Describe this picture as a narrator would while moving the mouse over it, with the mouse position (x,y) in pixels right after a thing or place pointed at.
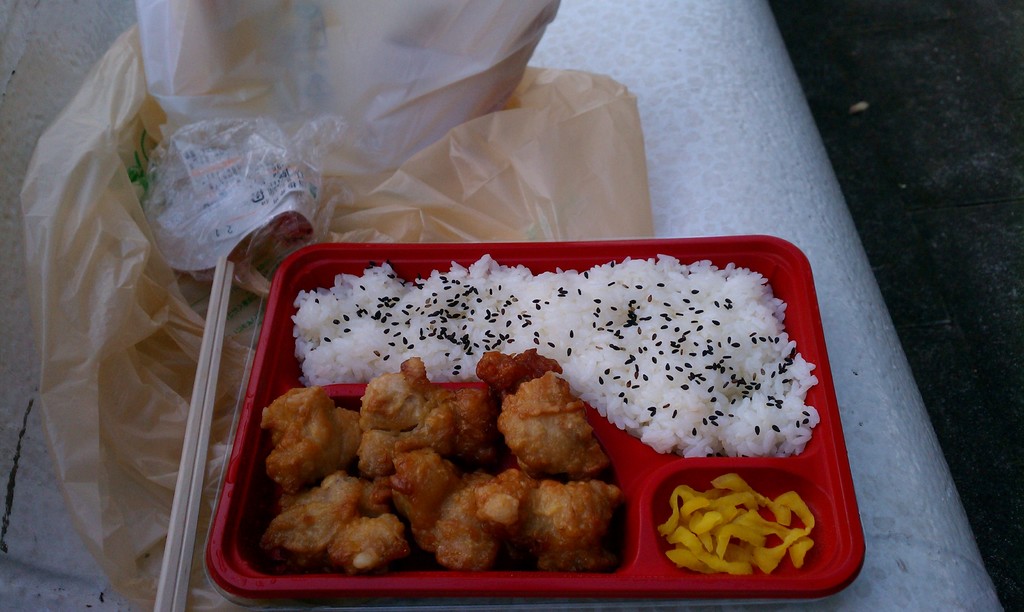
In the picture we can see a white surface (825,262) on it, we can see the plate (315,588) with some food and fried snacks (339,424) and beside it we can see some polythene covers (391,186).
